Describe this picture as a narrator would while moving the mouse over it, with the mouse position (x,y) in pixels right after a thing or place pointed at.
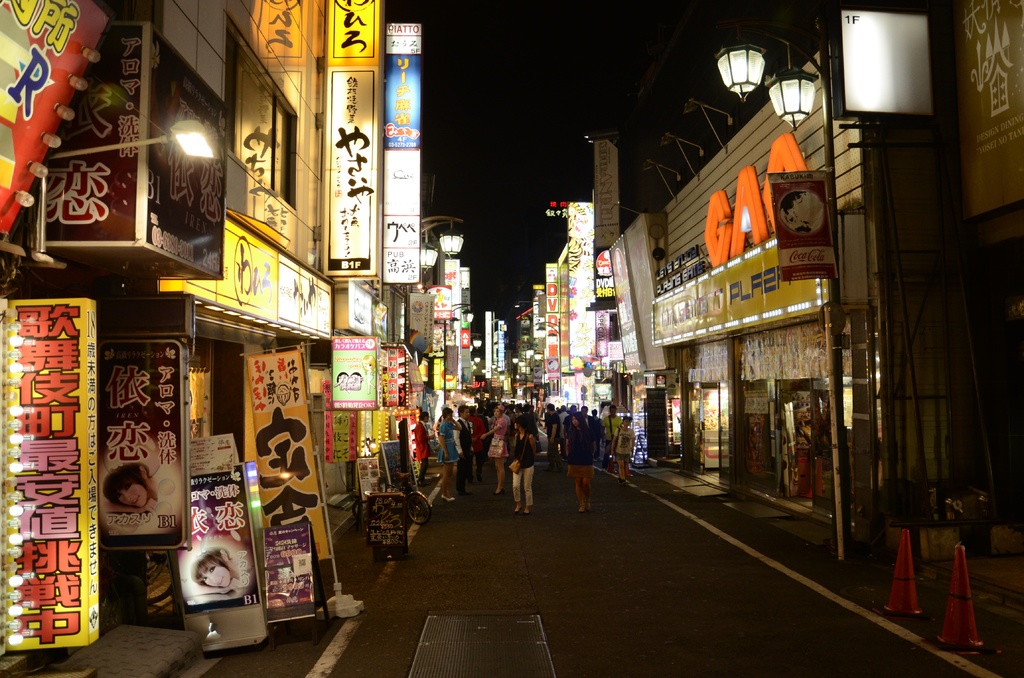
In the picture I can see a group of people (443,440) on the road (651,526). There are buildings (321,201) on the left side (256,206) and the right side (849,174). I can see the LED hoarding boards (190,202). I can see the barriers (946,623) on the road (936,607) on the bottom right side (909,585). I can see a bicycle (396,482) on the road (418,542). I can see the light poles (808,104) on the side of the road (933,594).
